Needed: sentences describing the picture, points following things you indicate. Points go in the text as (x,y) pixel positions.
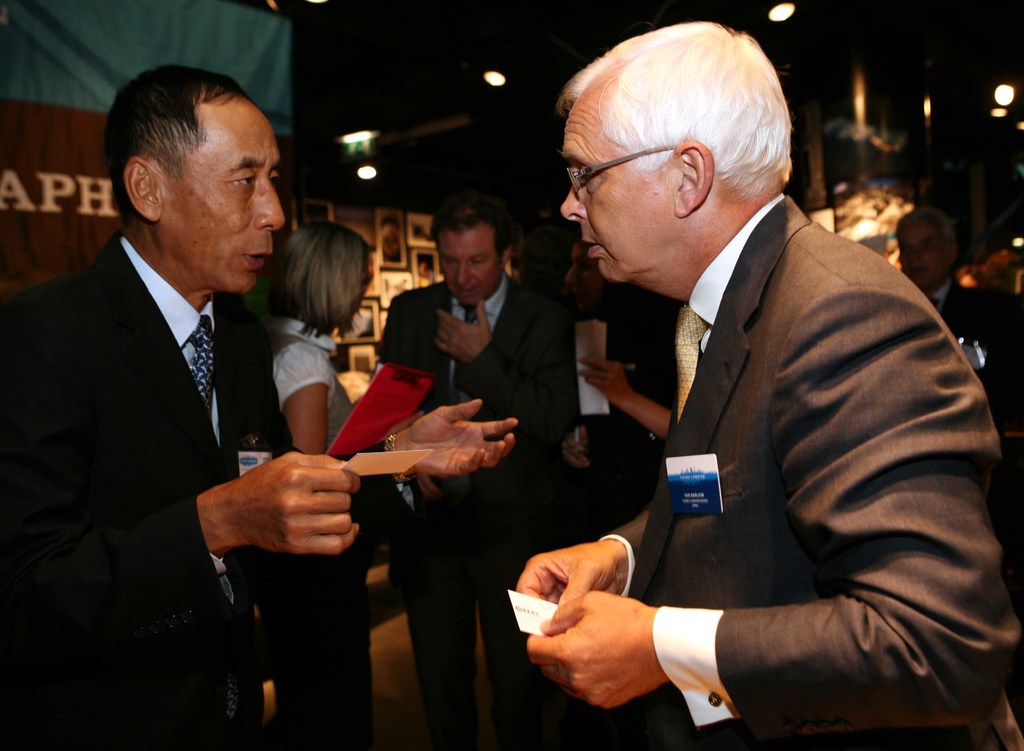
There are two persons (655,231) talking and holding papers (548,606) in the hand (568,611). Person (773,386) on the right (770,317) is wearing a specs (573,172). In the back (469,312) there are some people (563,321) and lights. On the left side (110,101) there is something written on the wall (68,217).
